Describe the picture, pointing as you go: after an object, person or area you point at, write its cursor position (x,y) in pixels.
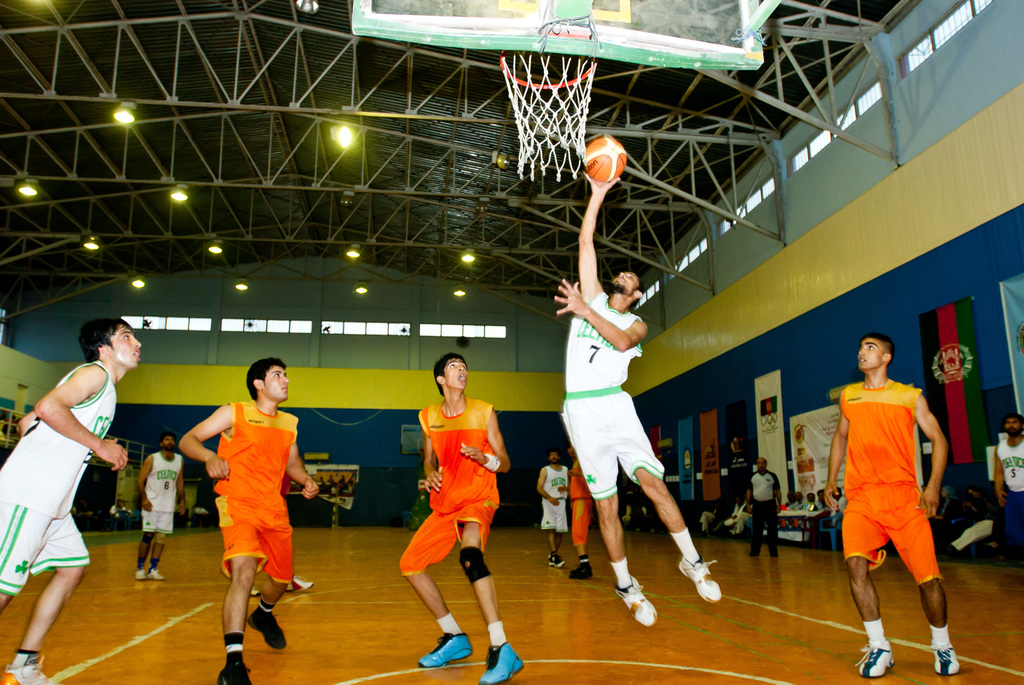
In the image there are few people (759,544) standing on the basketball court (664,584). There is a person (611,527) holding a ball (596,171) in the hand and he is in the air. At the top of the image (582,55) there is a board (658,20) with a basket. In the background (714,509) on the right side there are a few people (811,495) sitting. Behind them there is a wall (698,409) with flags (1010,321) and also there are posters (704,442). And also there are some other things (784,511) in the background (811,513). At the top of the image (361,123) there is ceiling (209,130) with lights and also there are rods (119,52). And on the walls (458,311) there are pillars (219,307) and glass windows (330,335).
